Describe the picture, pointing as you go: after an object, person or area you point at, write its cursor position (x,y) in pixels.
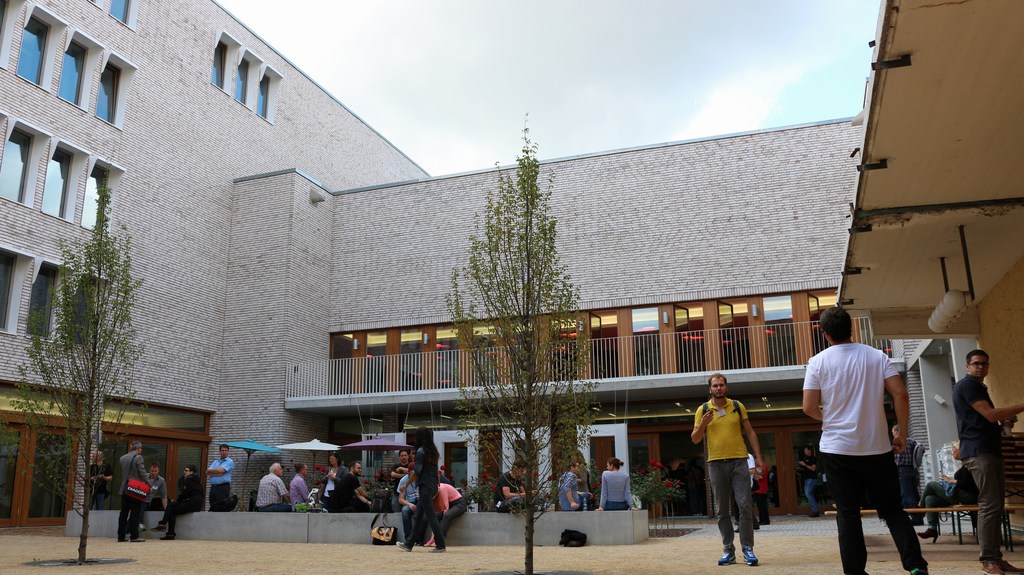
In this picture I can see many people (447,525) who are sitting on the wall (545,531). On the right (733,440) I can see some people (842,397) who are standing near to the shop (942,348). In the background (183,357) I can see the buildings (334,328). At the top (446,63) I can see the sky (626,29) and clouds (630,21). On the left (117,324) I can see the trees (76,442).
